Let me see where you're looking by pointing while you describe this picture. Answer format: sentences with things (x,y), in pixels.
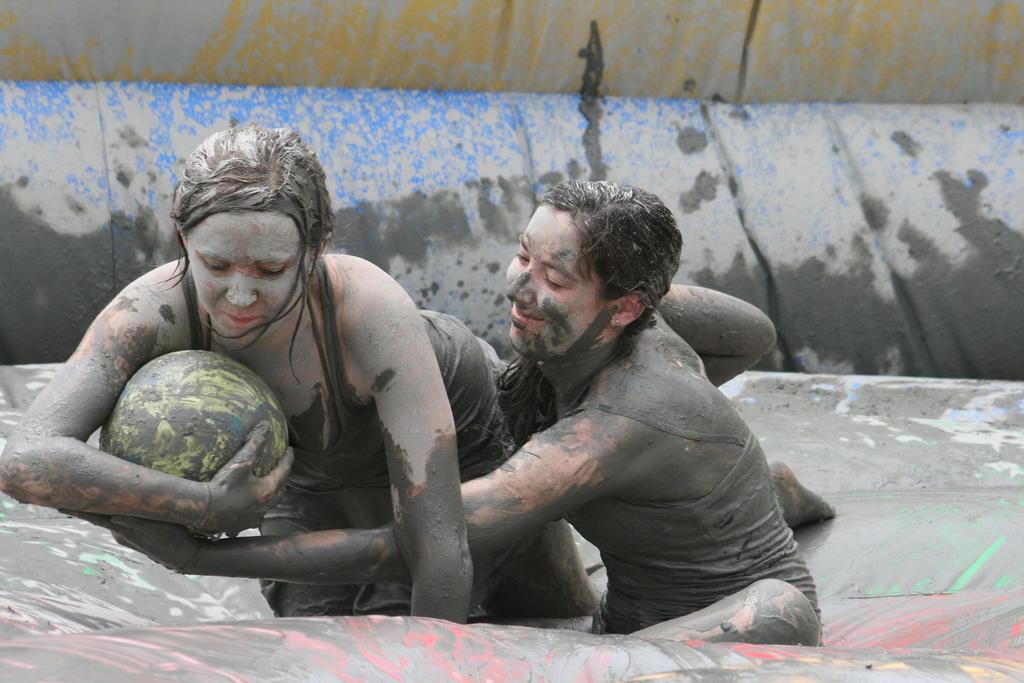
Here in this picture we can see two women (588,354) present over a place and both of them are playing a game as we can see the woman (327,385) on the left side (233,393) is holding a ball (203,415) and the other woman (137,546) is trying to grab the ball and both of them are smiling and we can see they are covered with mud (85,441) over there.
